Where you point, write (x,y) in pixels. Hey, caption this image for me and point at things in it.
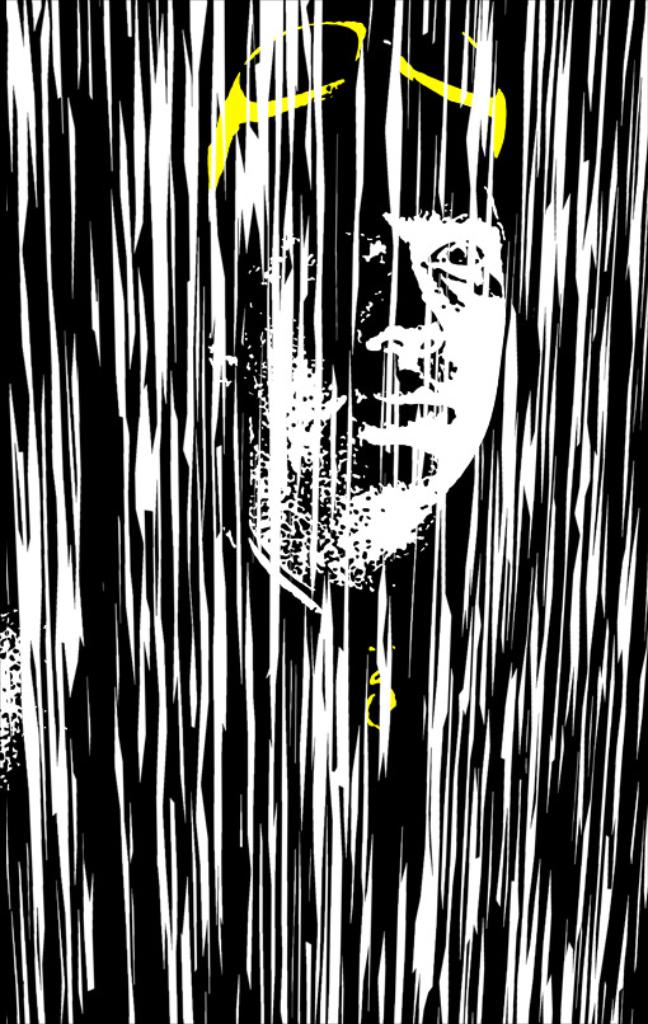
In this image we can see the animation of a man (361,405).
